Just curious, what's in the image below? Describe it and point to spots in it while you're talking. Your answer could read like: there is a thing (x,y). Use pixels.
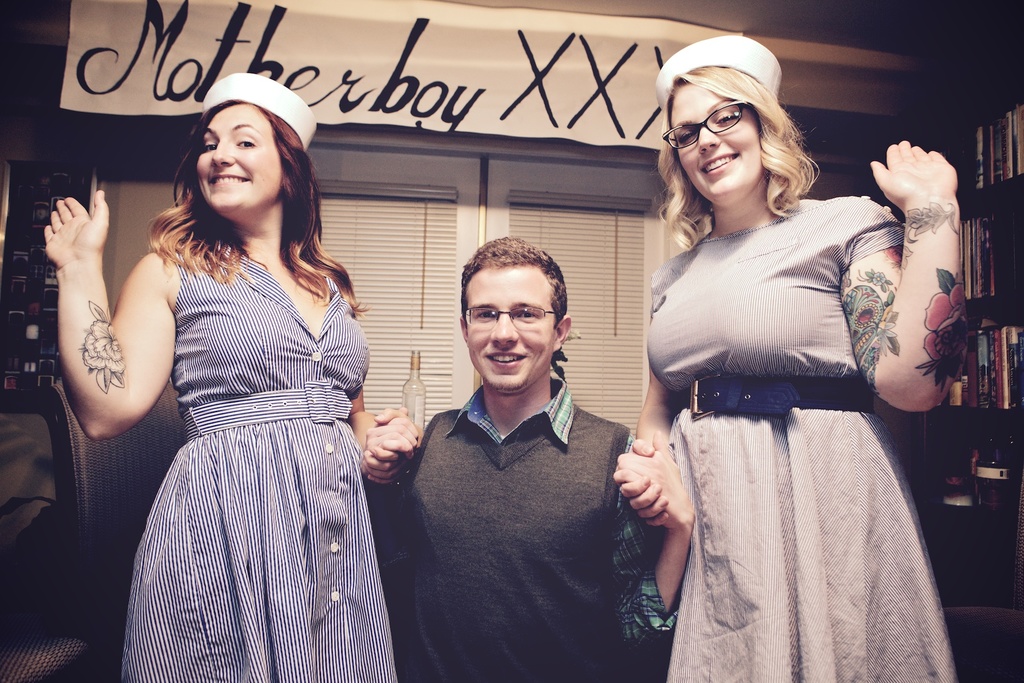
In this image we can see a group of people (673,385). In the center of the image (407,403) we can see a bottle (409,388) placed on surface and windows (602,204). On the left side of the image (35,612) we can see the chairs (32,606). On the right side of the image (996,365) we can see some books (1005,389) and objects (993,459) placed on the racks (992,427). At the top of the image (431,15) we can see a banner (444,77) with some text (356,99).
